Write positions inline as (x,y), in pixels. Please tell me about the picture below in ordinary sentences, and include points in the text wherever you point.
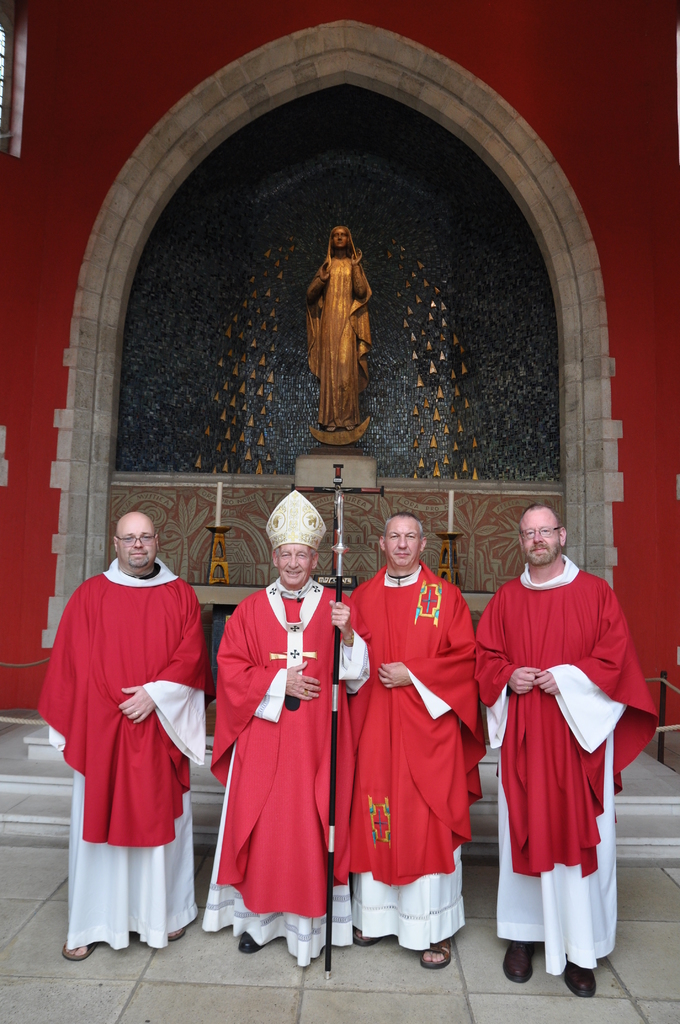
This picture shows few men (172,667) standing and we see a man (316,588) holding a stick (343,492) in his hand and a crown (293,541) to his head (302,545) all the people (94,805) wore white and red color dress (221,705) and we see a statue (314,288) on the back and few candles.
